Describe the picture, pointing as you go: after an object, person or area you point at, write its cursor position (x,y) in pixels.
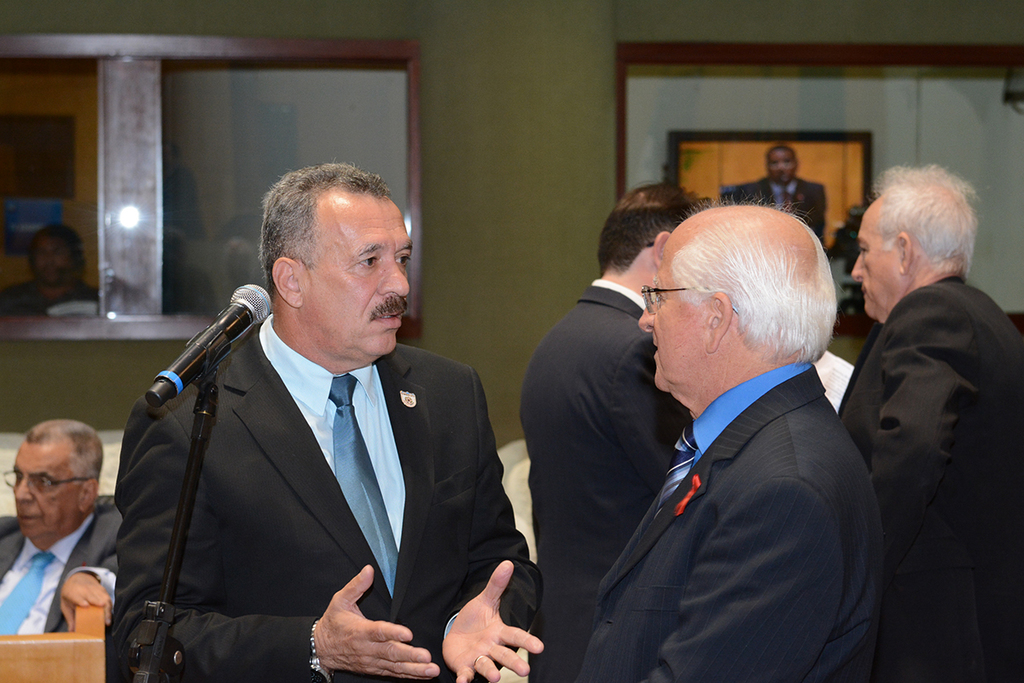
4 people (635,413) are standing wearing suit (230,434). There is a microphone (175,382) at the front (196,426). A person (88,543) is sitting at the left (28,525) back. There are windows (376,132) at the back (757,174).
